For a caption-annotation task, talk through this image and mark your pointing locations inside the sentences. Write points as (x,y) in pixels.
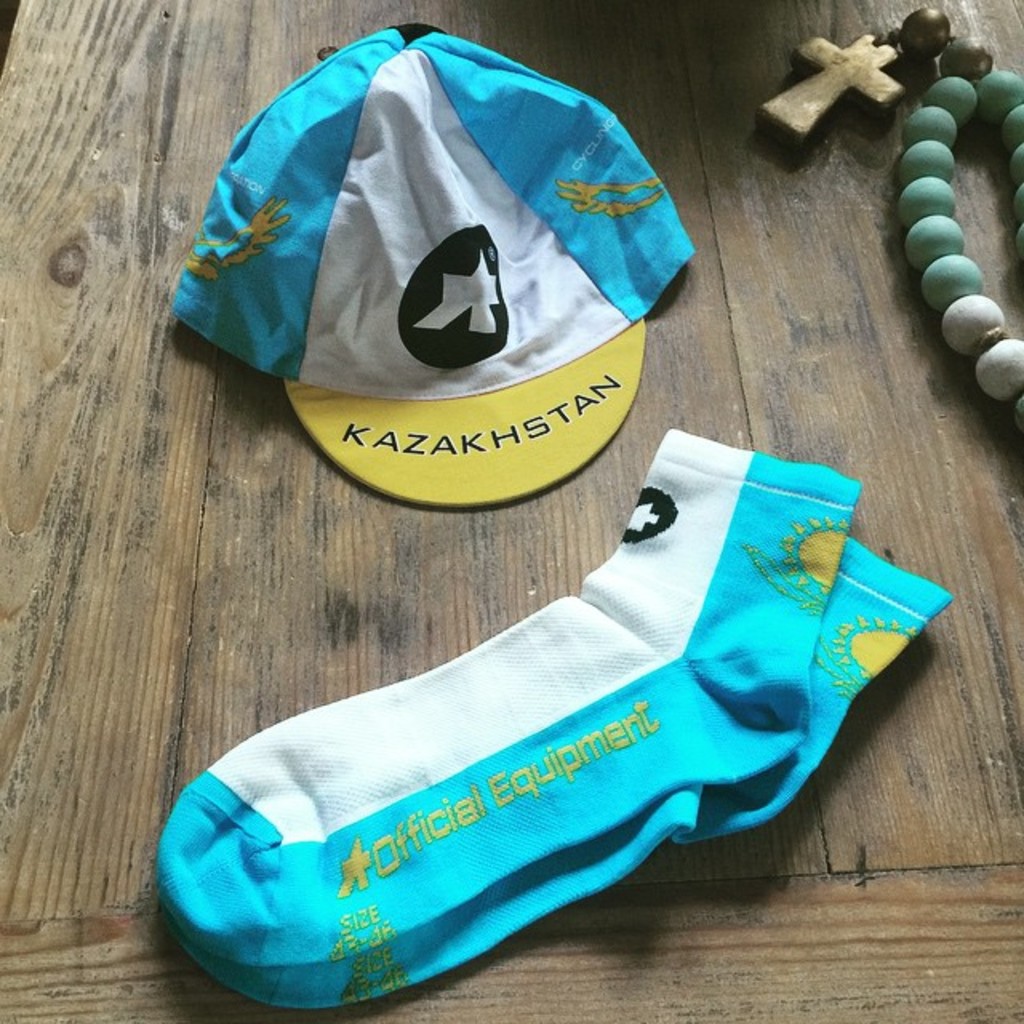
In this image we can see socks (808,746), cap (541,298) and a chain (998,348) on the table (43,583).
